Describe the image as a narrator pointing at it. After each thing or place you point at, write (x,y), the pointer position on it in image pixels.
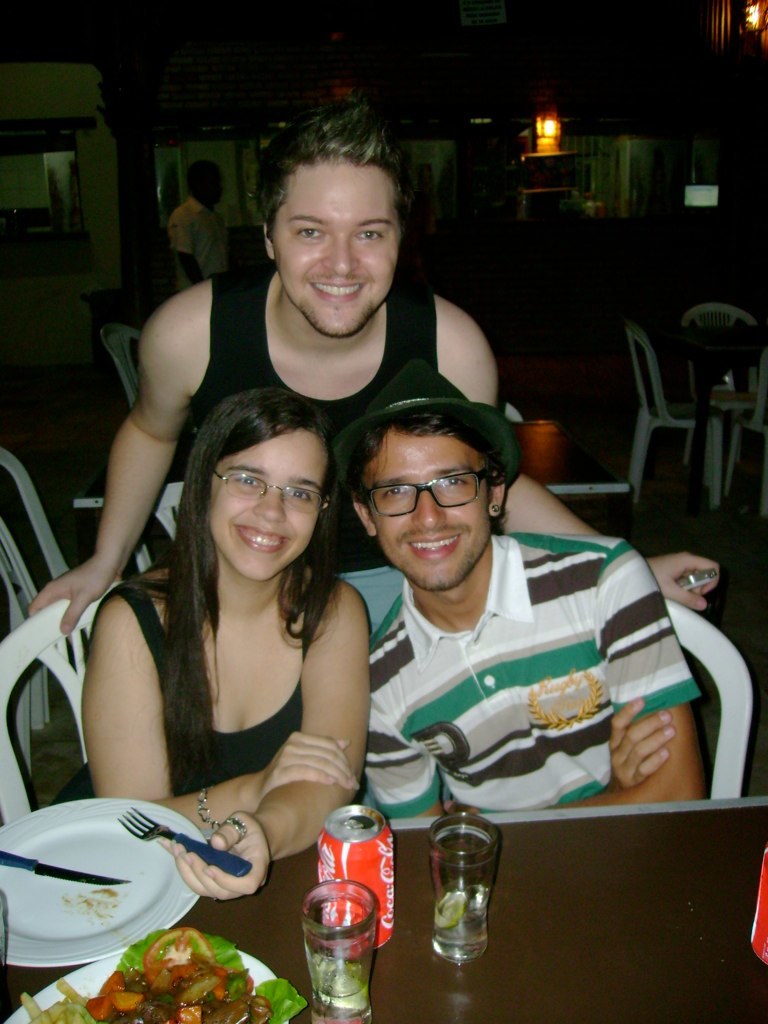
in the picture there are three persons (370,504) two men (439,612) and one woman (232,667) sitting in chair (23,657) and one man (128,514) is standing in front of a table (612,936) on the table (23,968) there are different items (451,913).
